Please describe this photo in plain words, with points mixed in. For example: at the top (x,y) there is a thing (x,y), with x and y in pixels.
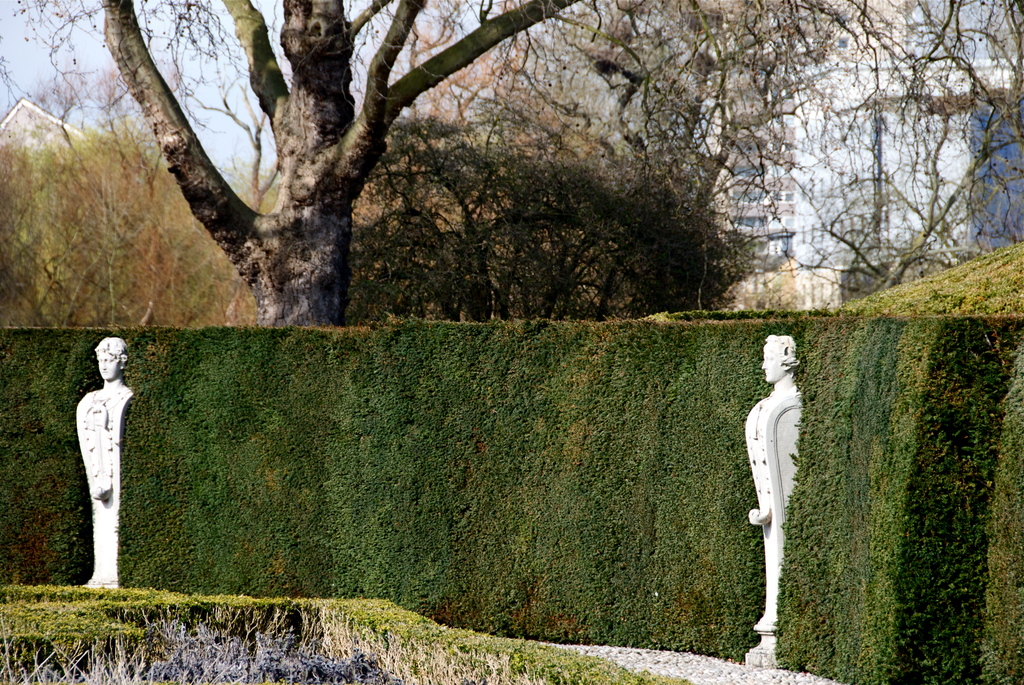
In this picture we can see two statues (788,466), grass (695,443), trees (505,270), buildings (852,92) and in the background (131,104) we can see the sky (179,90).
